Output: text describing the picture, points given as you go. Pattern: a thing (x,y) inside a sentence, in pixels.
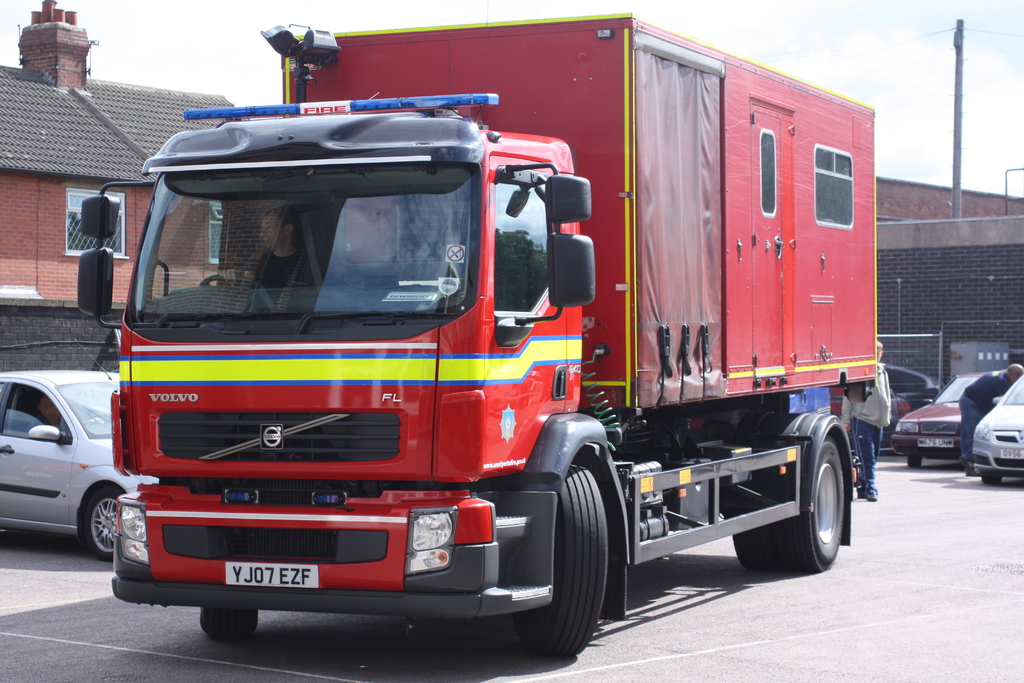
This is the picture of the outside of the city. A van (327,353) is on the road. There are vehicles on the right side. There is a wall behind it. There is a house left side of the vehicle (536,303). We can see in the background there is a pole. wires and sky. The person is sitting in a car (64,450) left side of the road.
